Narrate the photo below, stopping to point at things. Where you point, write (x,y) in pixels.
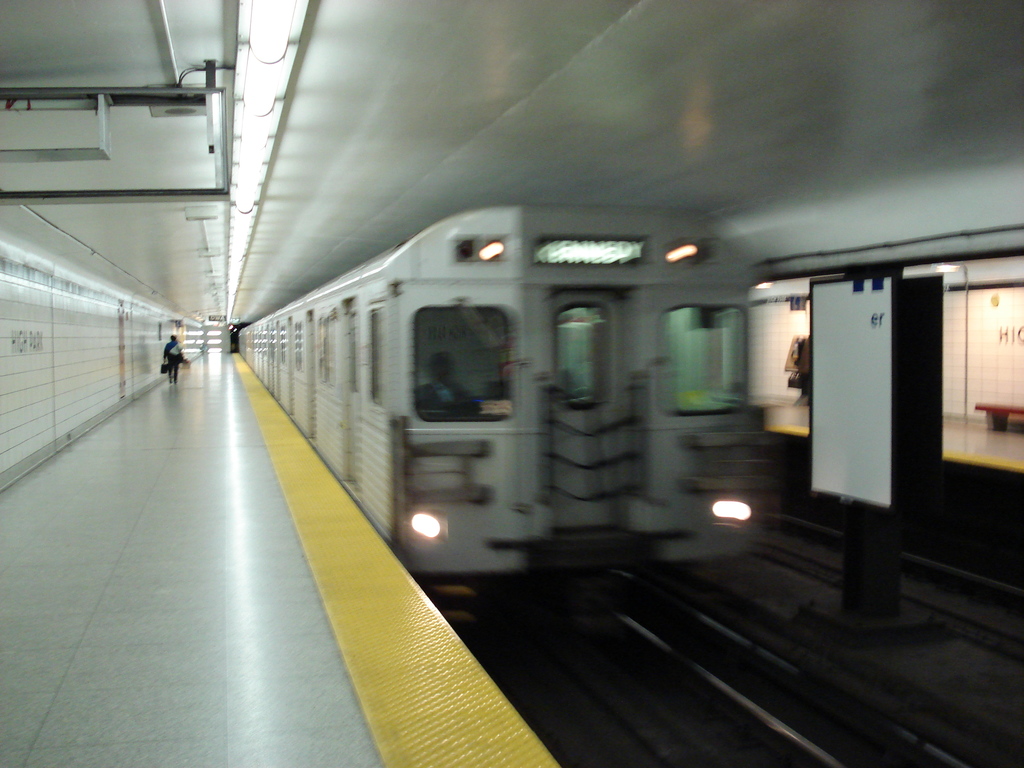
In this picture, we see a train (633,360) is moving on the railway tracks (678,703). Beside that, we see a board (838,469) in white color. Behind that, we see an open space (975,397) from which we can see a bench (1007,421) and a wall (984,392). On the left side (172,355), we see a person (172,371) is walking. Beside the person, we see a wall (24,401). At the top (243,158), we see the lights (238,109) and the roof (192,123) of the platform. This picture is clicked in the railway station (219,508).
